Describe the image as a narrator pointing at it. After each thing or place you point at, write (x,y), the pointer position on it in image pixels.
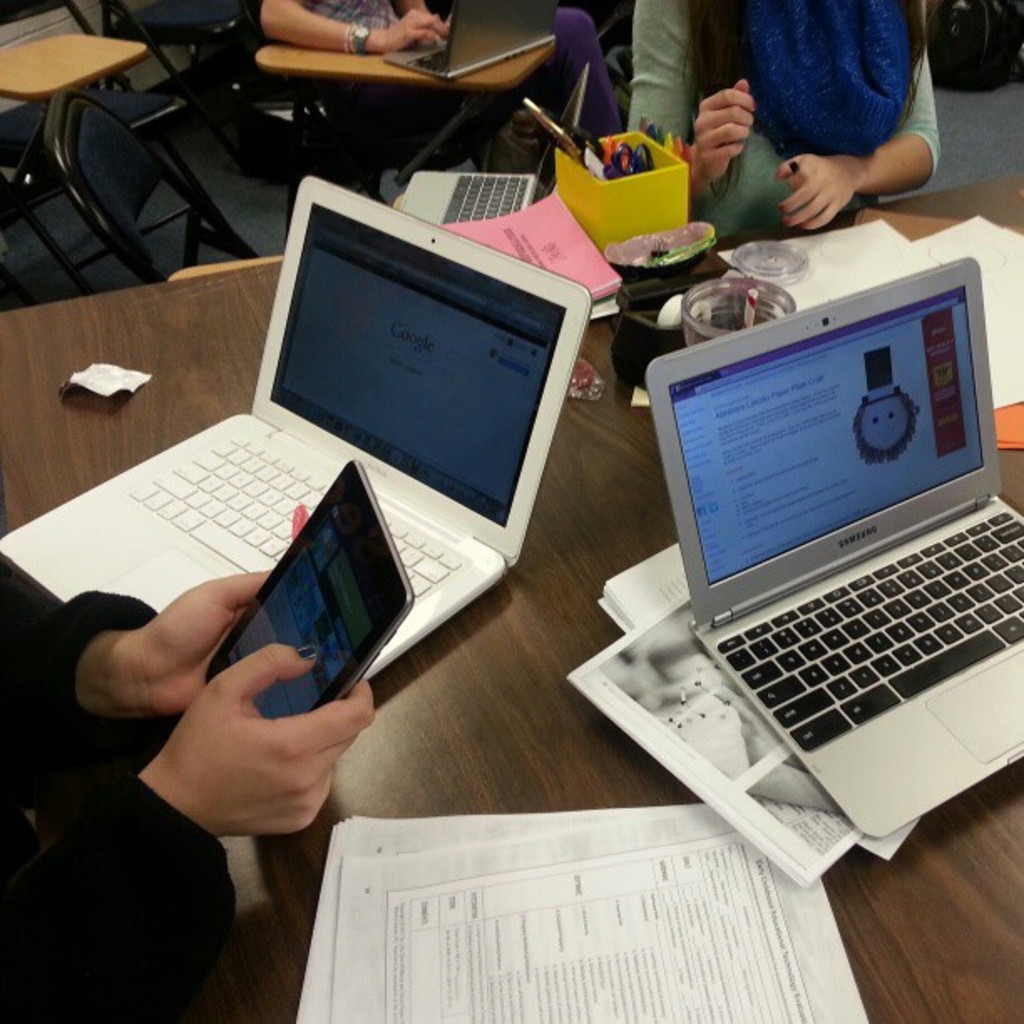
Here a person (109,715) is sitting on the chair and holding an electronic gadget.
